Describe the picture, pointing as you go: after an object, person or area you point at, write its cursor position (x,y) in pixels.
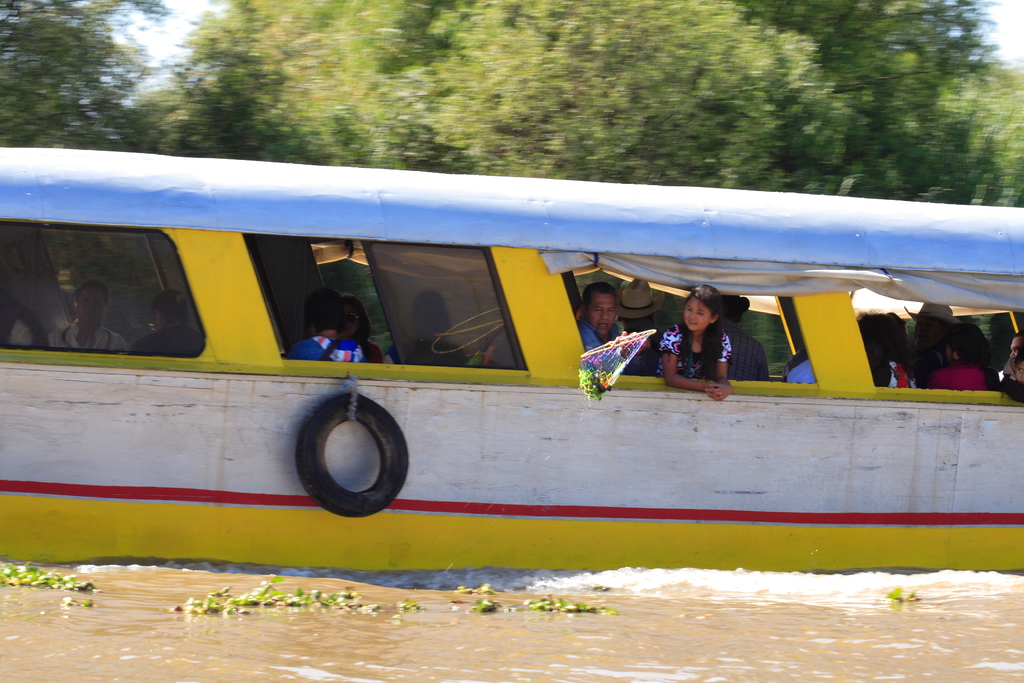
In this image, I can see a tyre (405,461) hanging to a boat (360,385) and there are groups of people (350,322) sitting in a boat (616,406), which is on the water (669,638). In the background (138,103) there are trees (325,70) and the sky (142,47).
